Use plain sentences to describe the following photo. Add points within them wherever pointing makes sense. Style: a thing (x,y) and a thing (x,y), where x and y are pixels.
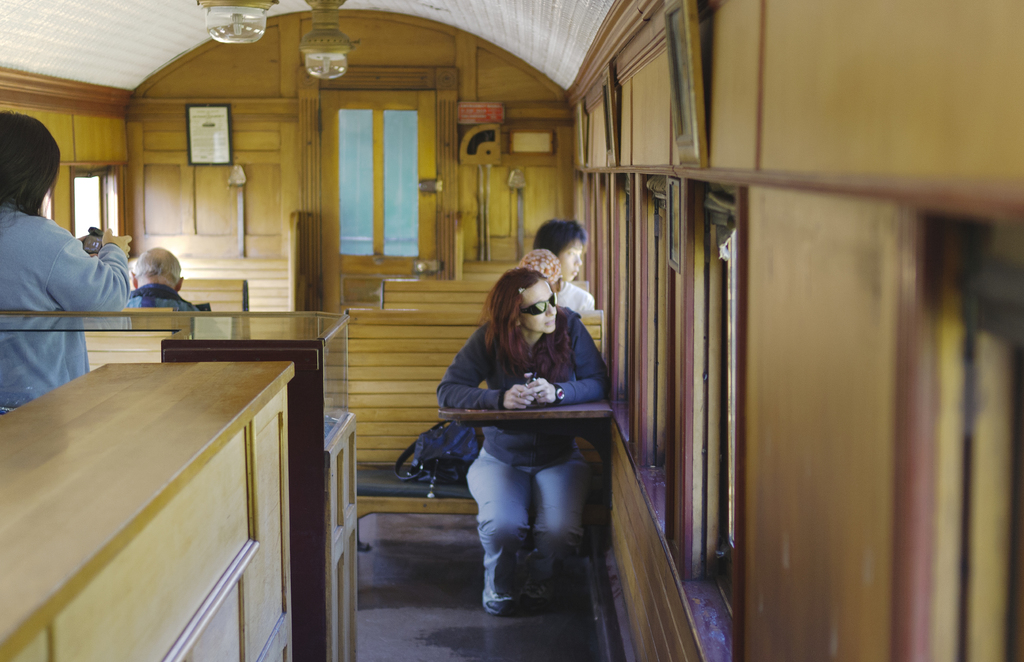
This image is clicked inside the room (411,236). it is with wood (404,284). There are lights (331,48) on the top (324,26) and there is a photo frame (206,127) placed back side. There are two people (57,302) on the left side (45,289) and three people (573,332) on the right side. That women (496,511) who is in the middle (548,402) is wearing black color shirt (505,453), she also has bag (451,434) near her.
